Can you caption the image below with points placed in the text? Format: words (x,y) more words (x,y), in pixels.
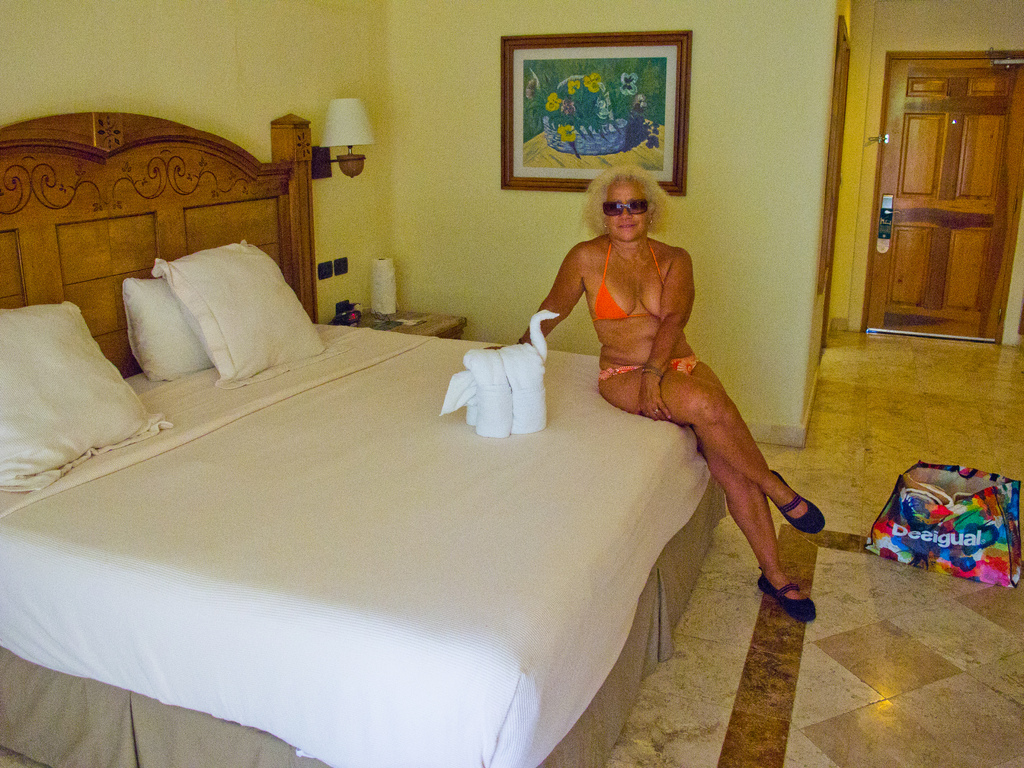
In this image, women (692,359) is sat on the bed (581,450), there is a towel (522,413), pillows (204,344), cushion (232,335) are placed on the bed (536,559). The woman (670,343) is wearing goggles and she is smiling. At the right side (956,478), we can see bag (943,512) and door (985,309). In the middle (466,325) there is a photo frame (660,128) and wall (740,206) and there is a table (430,314), few items (382,294) are placed on it.
